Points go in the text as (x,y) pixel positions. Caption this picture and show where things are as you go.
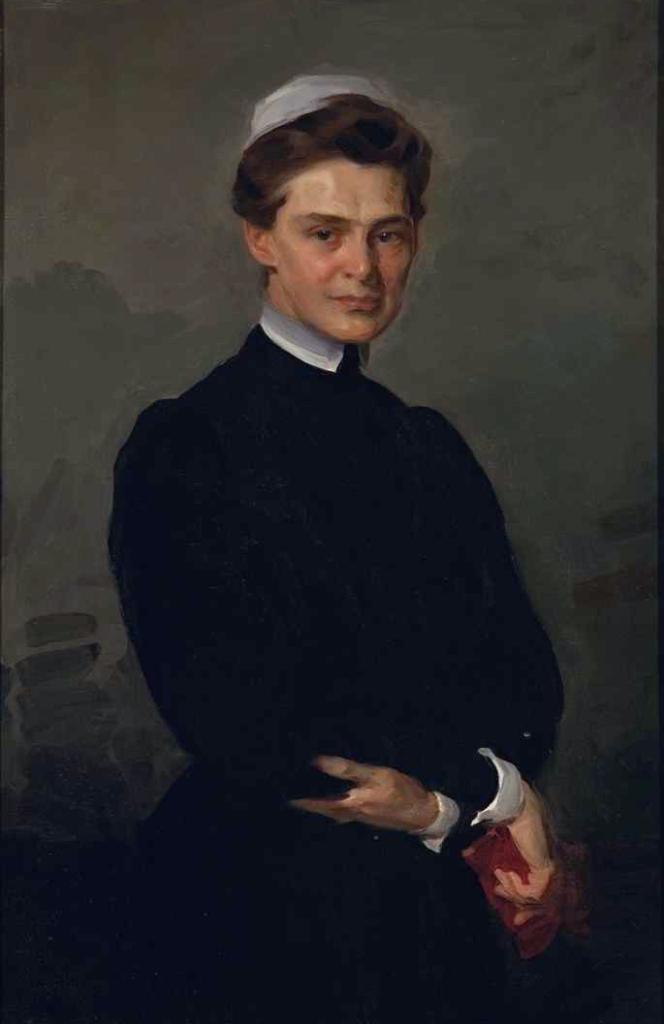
This image is a painting. In this painting we can see a lady (473,472) standing. She is wearing a black dress (317,654). In the background (521,502) we can see a wall (190,343).
